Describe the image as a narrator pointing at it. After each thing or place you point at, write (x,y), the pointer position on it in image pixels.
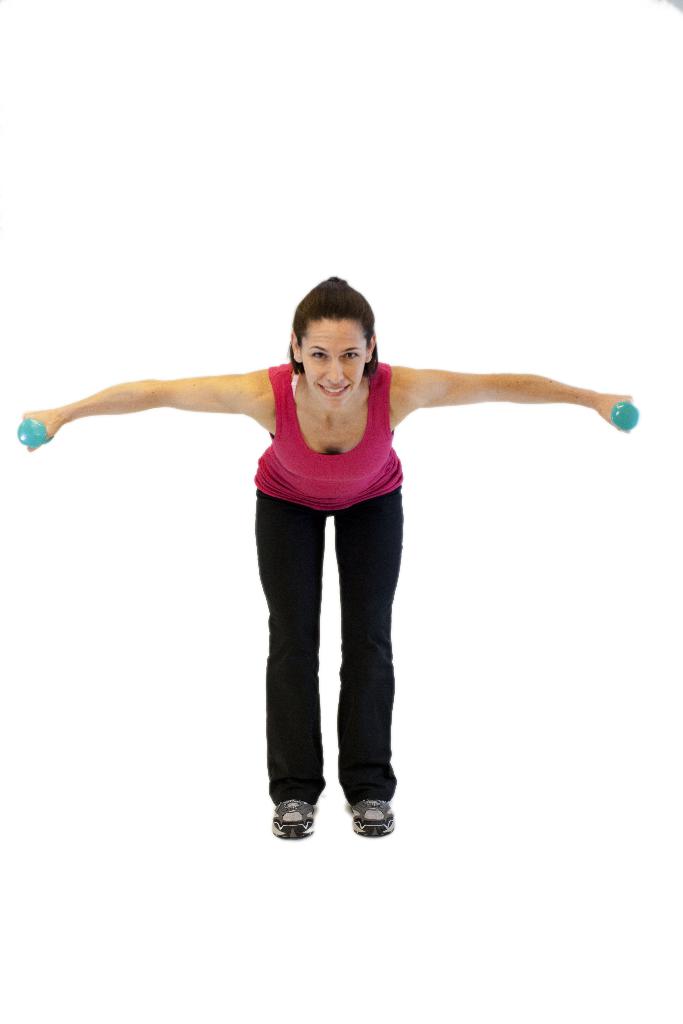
There is a woman (351,369) in black color pant (374,612), stretching both hands (121,388) and bending on the white color surface (233,826). And the background (159,183) is white in color.
